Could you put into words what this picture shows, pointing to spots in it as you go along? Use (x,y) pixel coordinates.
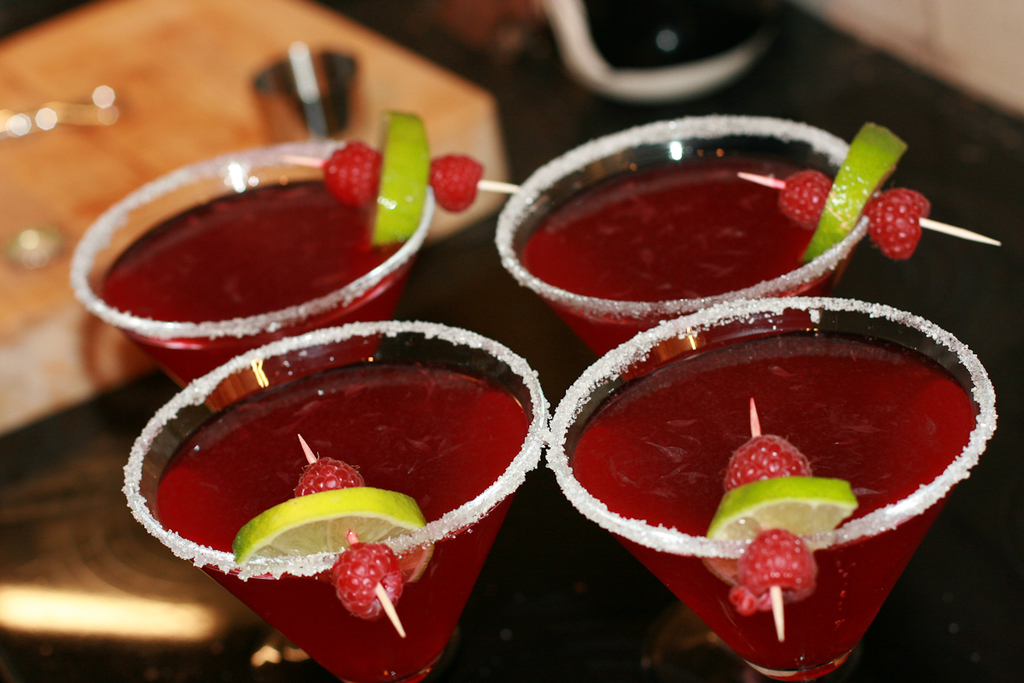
In this picture there are drinks (498,515) in the glasses (411,639) and there is a lime (318,501) and there are raspberries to the toothpicks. At the back (731,9) there are objects (338,96) on the table (972,149).
